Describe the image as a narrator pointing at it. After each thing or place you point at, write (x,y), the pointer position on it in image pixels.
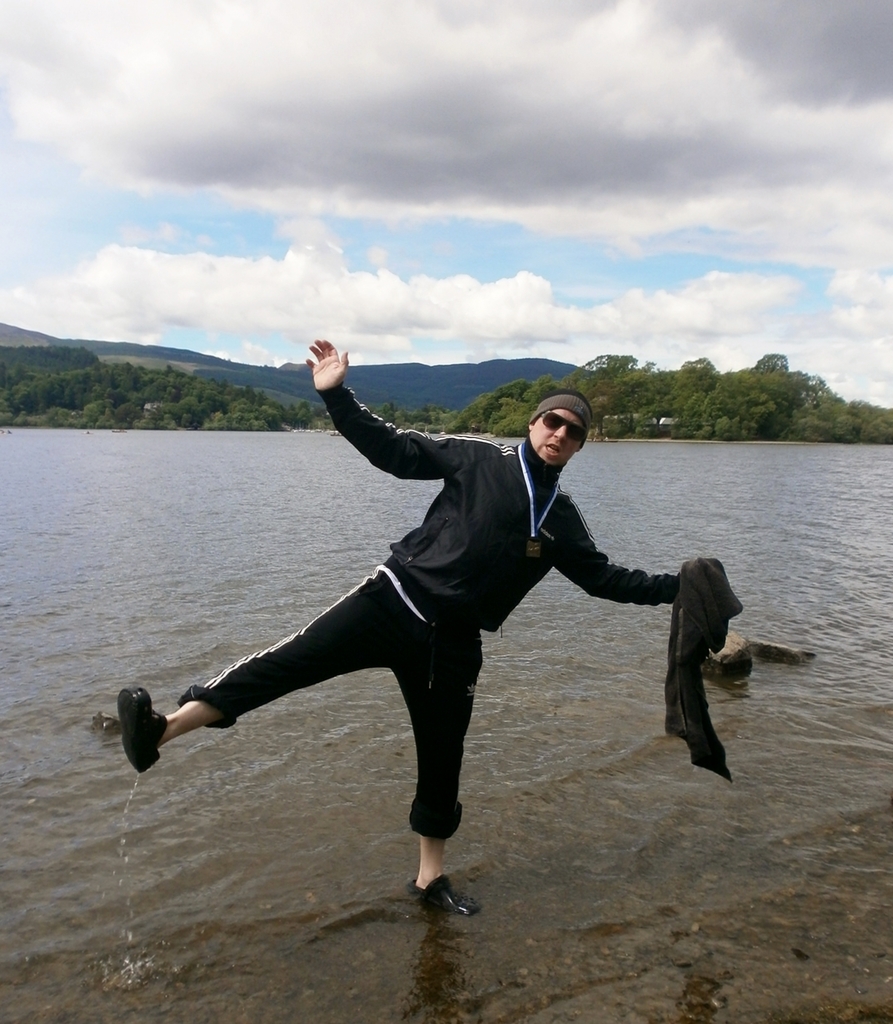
In this image there is a person (405,573) standing on a single leg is posing for the camera, behind the person (493,524) there is a river (314,476), behind the river (358,551) there are trees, in the background of the image (379,403) there are mountains (363,401), at the top of the image (232,303) there are clouds (335,235) in the sky (495,334).
